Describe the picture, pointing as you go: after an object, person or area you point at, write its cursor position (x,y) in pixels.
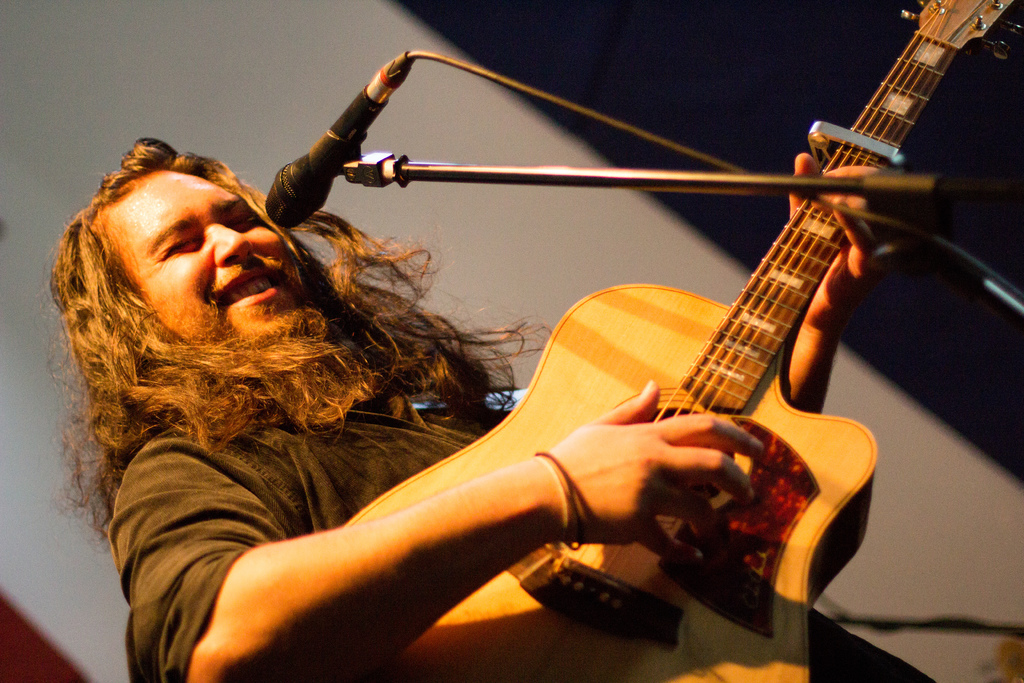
Here we can see a person (175,313) standing and smiling, and playing guitar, and in front (342,115) here is the microphone (372,110) and stand (822,180).
